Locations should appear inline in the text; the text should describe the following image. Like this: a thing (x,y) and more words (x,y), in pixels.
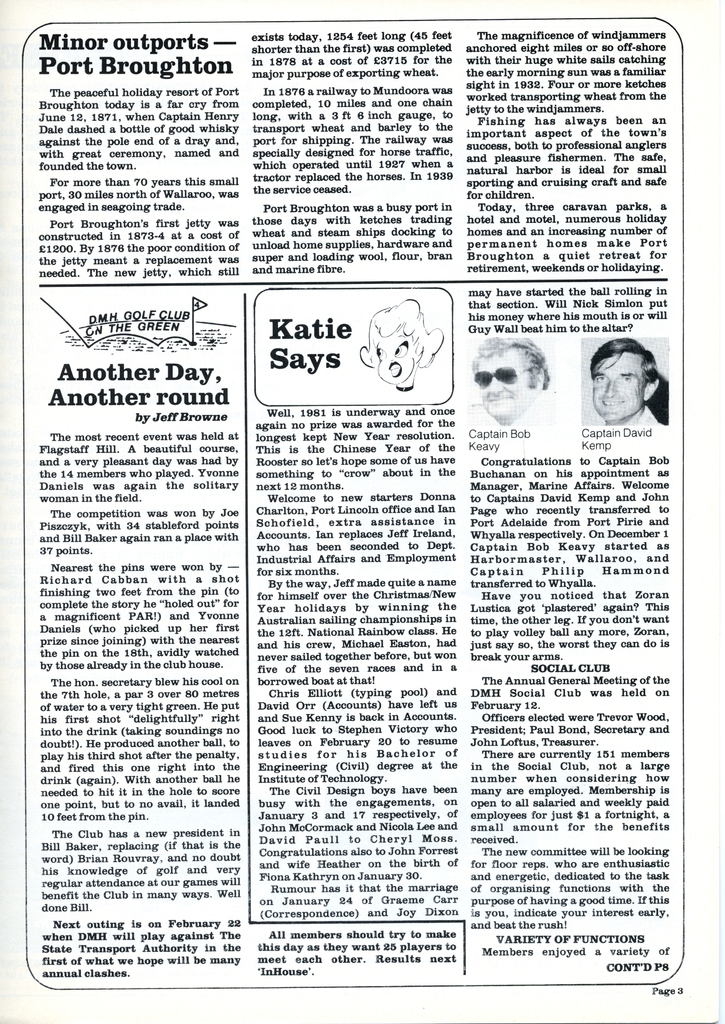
In this image we can see a paper (340,405) something written on it, at the top right corner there are the two persons (513,382).
